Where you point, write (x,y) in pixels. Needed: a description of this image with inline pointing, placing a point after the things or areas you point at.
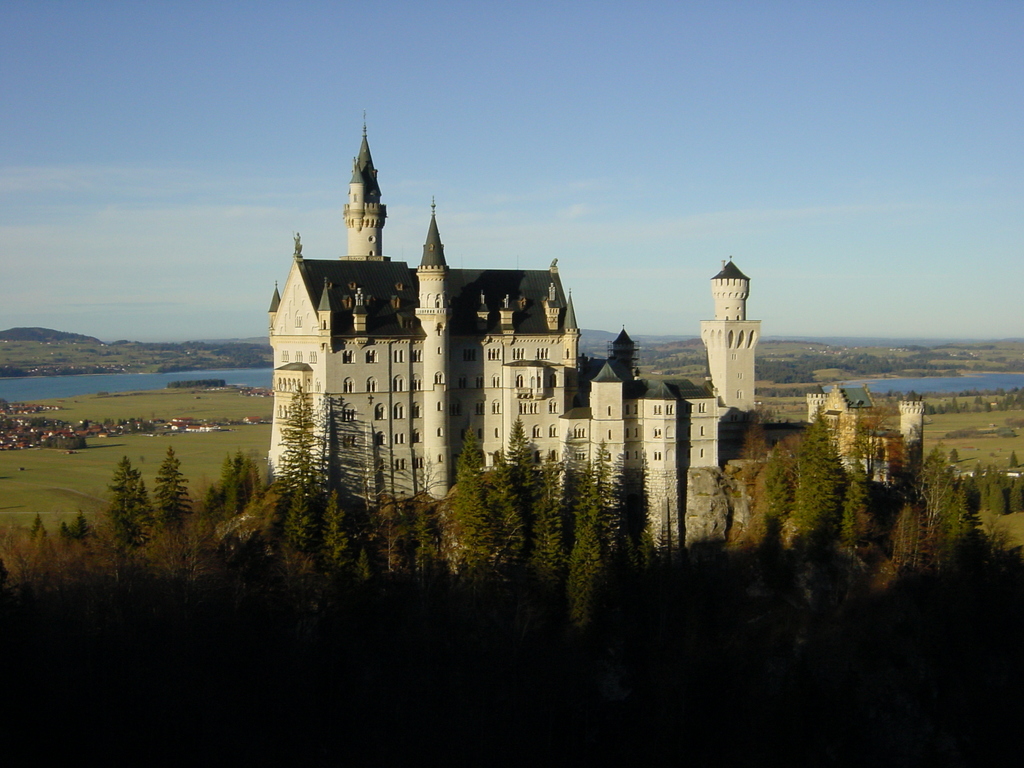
In this image I can see a building (460,442) in white color. I can also see few trees (764,599) in green color, background (159,110) I can see water (91,379), and sky (127,227) in blue and white color.
